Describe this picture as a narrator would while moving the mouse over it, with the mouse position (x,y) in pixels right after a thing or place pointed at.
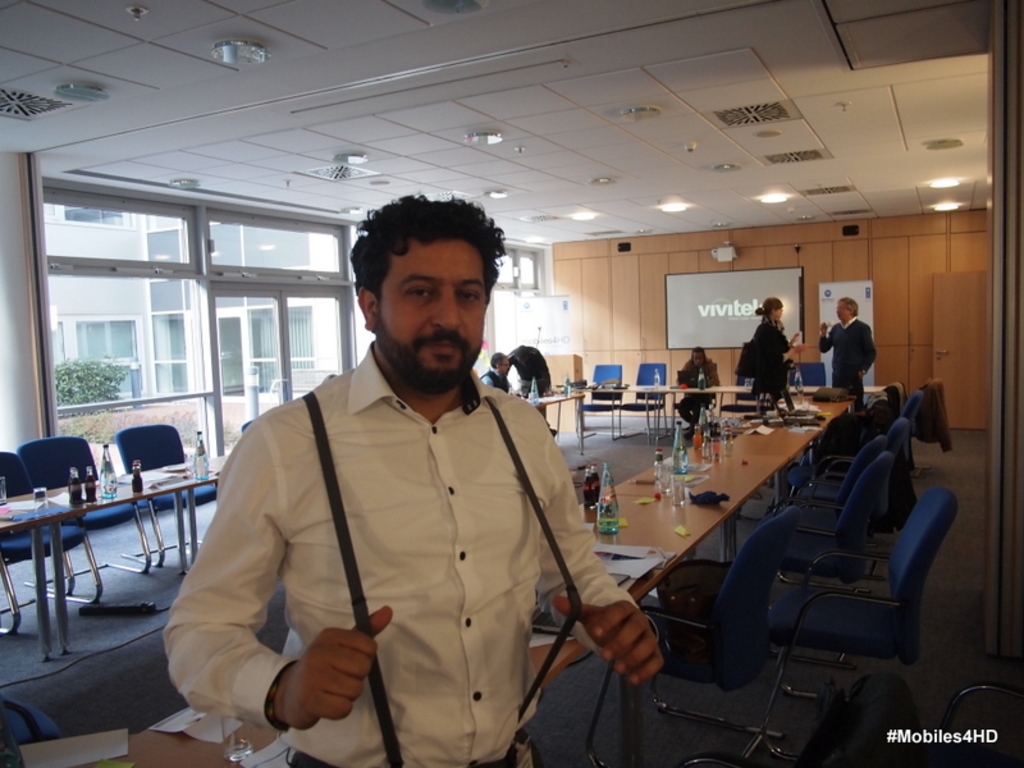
In this image I can see a person (464,564) wearing white shirt (455,538) is standing and I can see number of chairs (801,584) in front of a brown colored table (713,469) and on the table (726,462) I can see few bottles (683,474), few glasses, few papers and few other objects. In the background (836,358) I can see two persons (770,363) standing, the cream colored wall (658,306), a screen (687,320), the ceiling (611,154), few lights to the ceiling (763,206) and the glass windows (260,288) through which I can see the building (136,253) and a tree (79,369).
